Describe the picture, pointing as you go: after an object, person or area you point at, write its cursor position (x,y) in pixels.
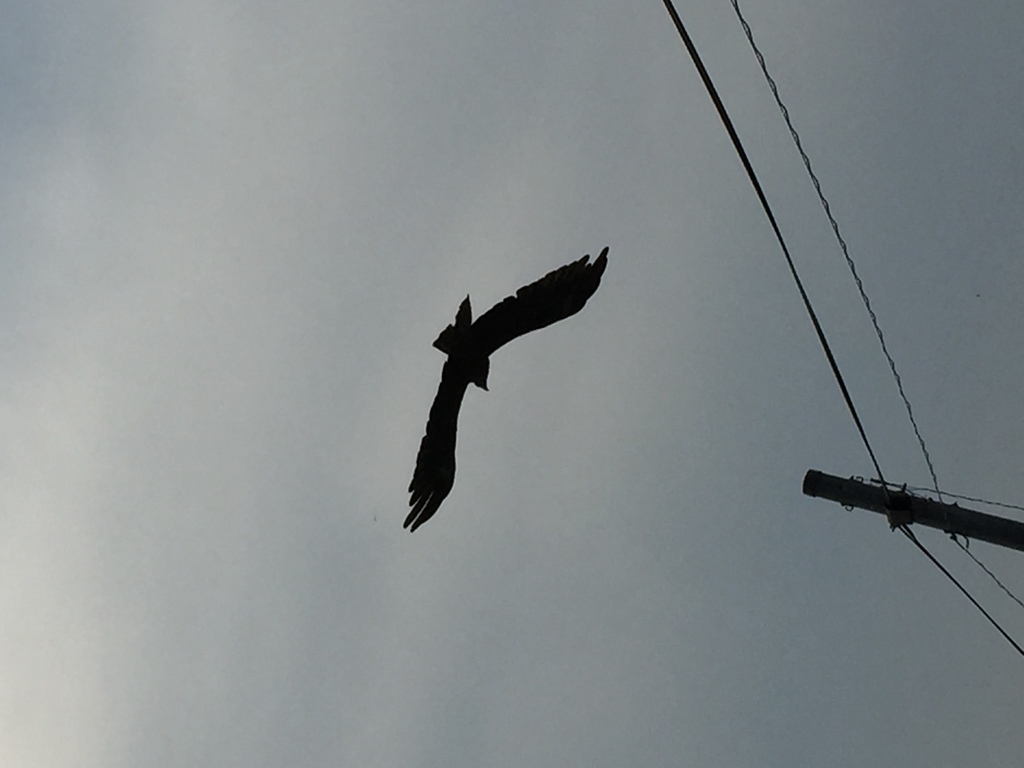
In the center of the picture (461,356) there is a bird (493,352) flying. On the right (780,242) there are cables (1001,632) and pole (906,497). Sky (798,482) is cloudy.
